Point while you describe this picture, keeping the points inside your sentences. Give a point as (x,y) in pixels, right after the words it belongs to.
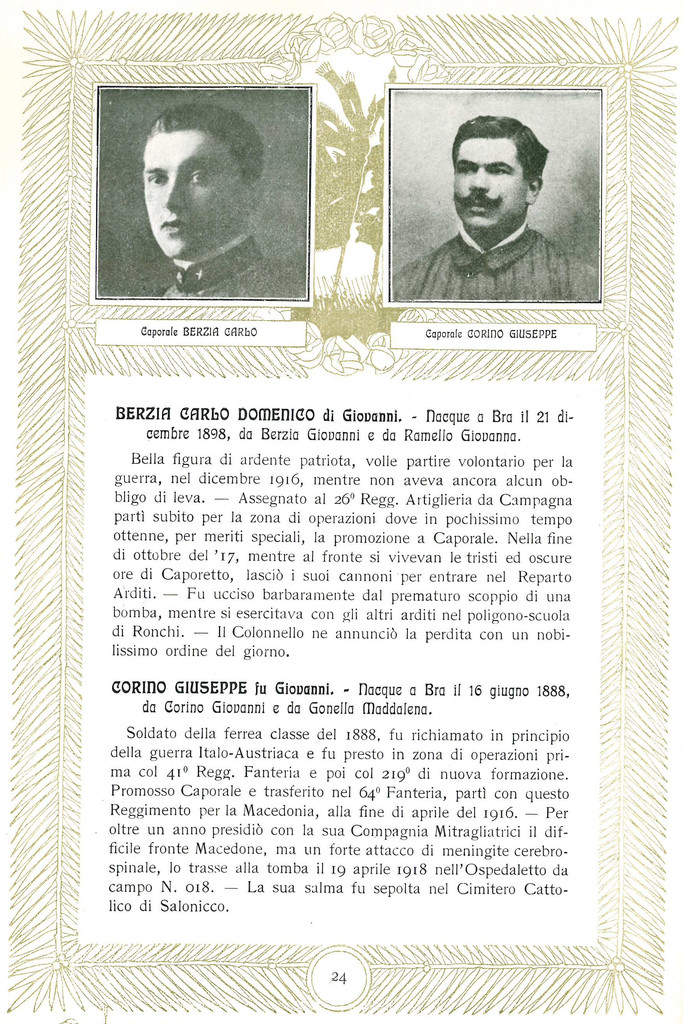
In this image we can see a poster (378,293). In this image we can see pictures (517,111), text (347,716) and some design (403,354).
